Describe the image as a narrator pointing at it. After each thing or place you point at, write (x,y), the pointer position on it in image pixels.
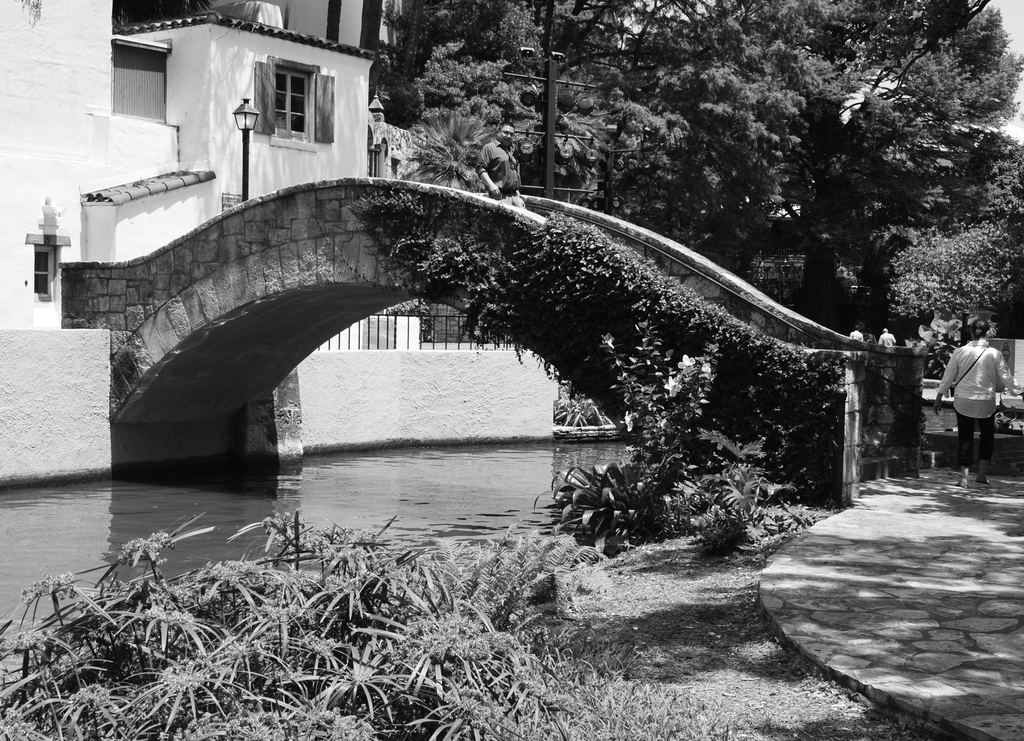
It looks like a black and white picture. We can see a person (960,426) is walking on the path (949,493) and on the left side of the person (970,369) there is a bridge (443,239) and under the bridge (315,273) there is water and plants (364,572) and behind the bridge (336,225) there is a pole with a light (254,109), building (258,130) and trees (743,99).
